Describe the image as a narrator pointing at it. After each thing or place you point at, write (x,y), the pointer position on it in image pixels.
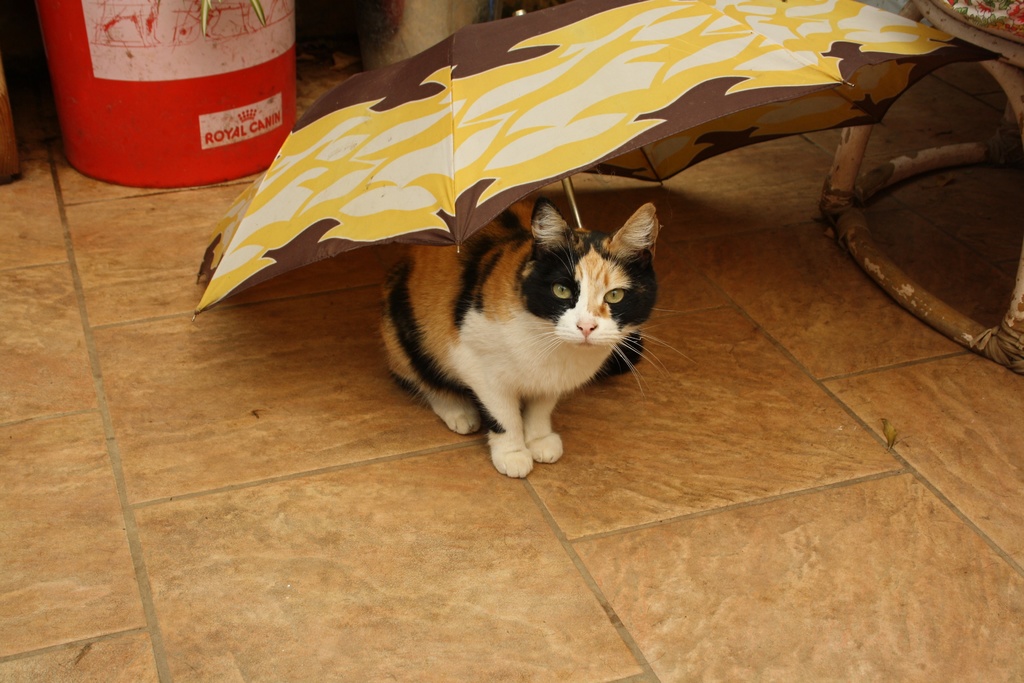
In this picture, we can see the ground (714,328) and some objects (736,121) on the ground (784,315) like umbrella (673,109), container (225,150), and we can see an animal (471,303) on the ground (783,325).
